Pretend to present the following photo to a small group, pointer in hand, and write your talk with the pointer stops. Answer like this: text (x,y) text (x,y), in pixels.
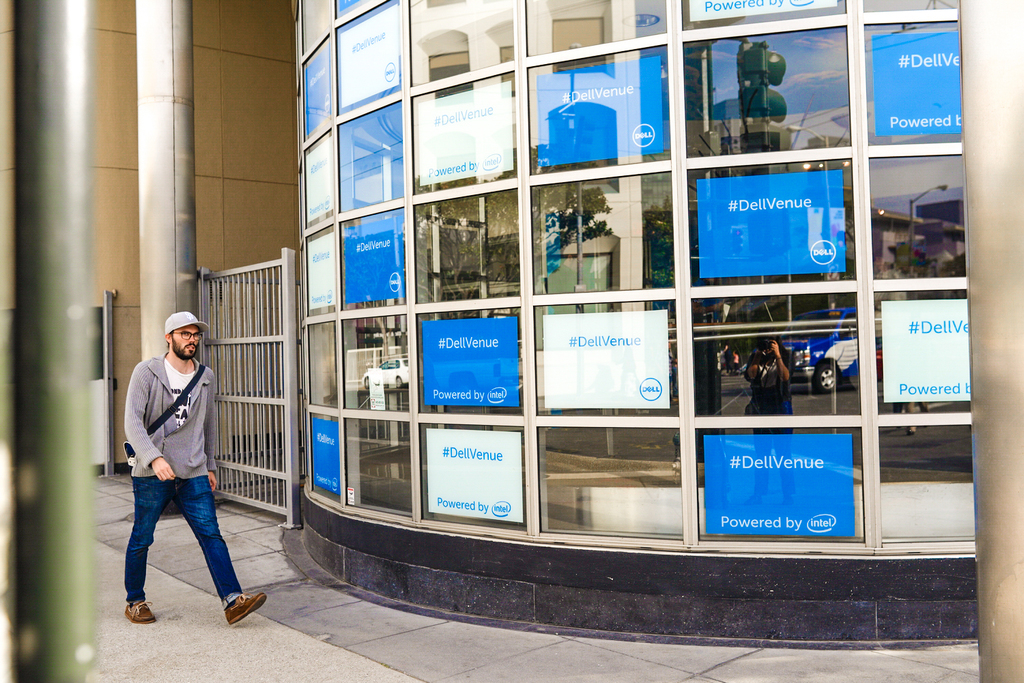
In this image on the left (168,388), there is a man (132,378), he wears a t shirt (186,374), jacket (196,452), trouser (155,495), shoes (139,608) and cap (178,319), he is walking. On the right (691,42) there is a building (535,341), posters (557,153), glass (617,258), gate (281,321), poles (182,303) and floor (372,636).
